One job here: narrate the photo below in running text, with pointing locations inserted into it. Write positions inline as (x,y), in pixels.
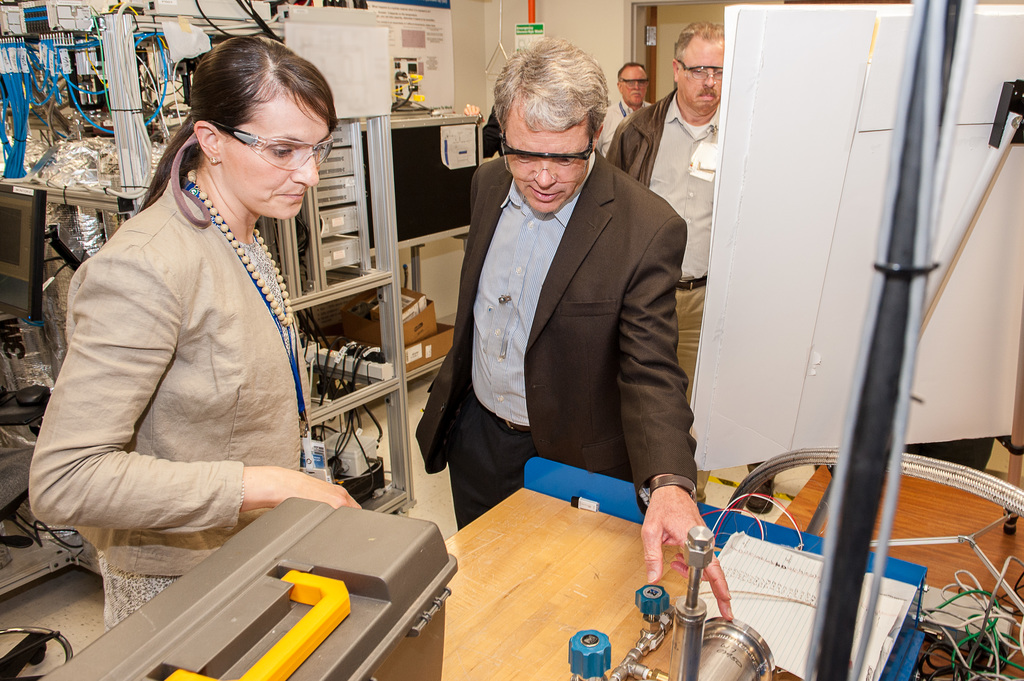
In the center of the image (569,339) we can see two persons (484,255) are standing. In front of them, we can see one table (528,528). On the table (528,526), we can see one box (364,581), machine (696,673), book (756,576) and a few other objects (800,546). In the background (592,12) there is a wall (470,83), tables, one monitor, chair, board (837,185), wires (138,151), machines (23,377), banners (422,46), two persons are standing and a few other objects (63,294).
